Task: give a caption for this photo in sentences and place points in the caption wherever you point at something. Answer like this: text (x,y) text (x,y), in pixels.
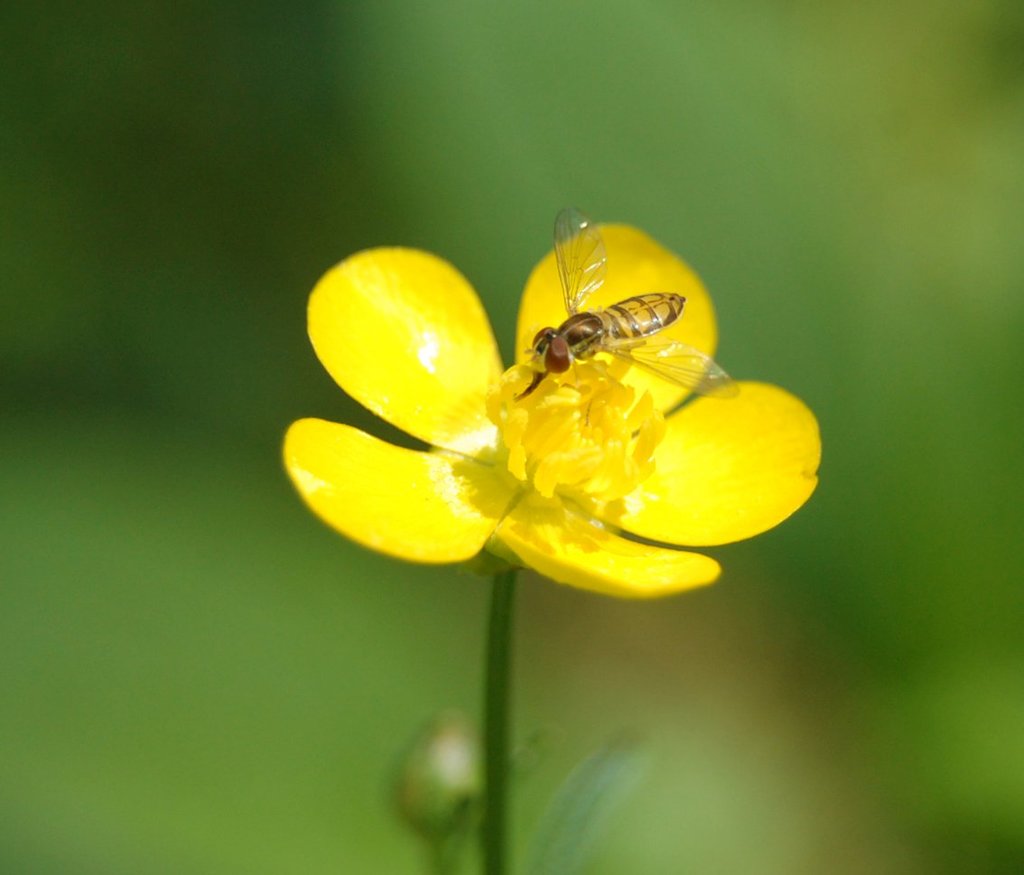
In this picture I can see there is a yellow flower (526,447) and there is an insect (607,314) on the flower (599,363). The backdrop of the image (256,150) is blurred.
